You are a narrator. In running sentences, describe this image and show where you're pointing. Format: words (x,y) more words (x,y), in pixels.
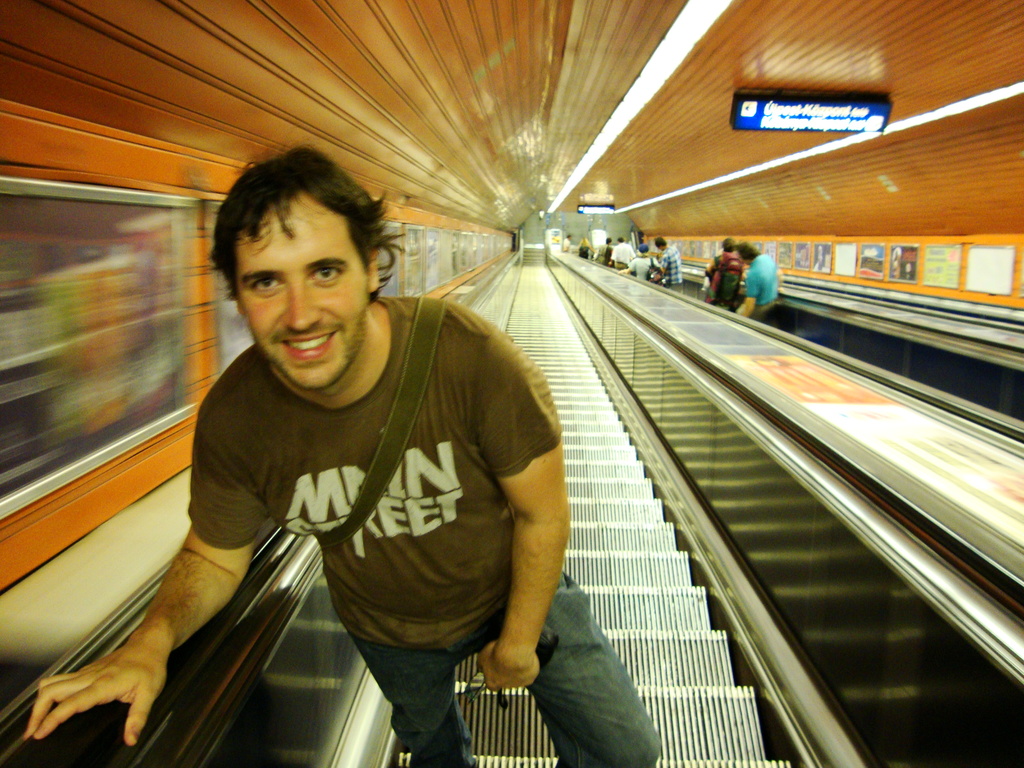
In this image we can see a person (397,513) standing on an escalator (562,329). To the right side of the image (748,278) there are people (718,265) standing on an escalator (729,319). At the top of the image (558,122) there is ceiling (662,110). To the both sides of the image there are walls (967,283) with photo frames (986,283). There is a board (817,98) with some text (804,112).
